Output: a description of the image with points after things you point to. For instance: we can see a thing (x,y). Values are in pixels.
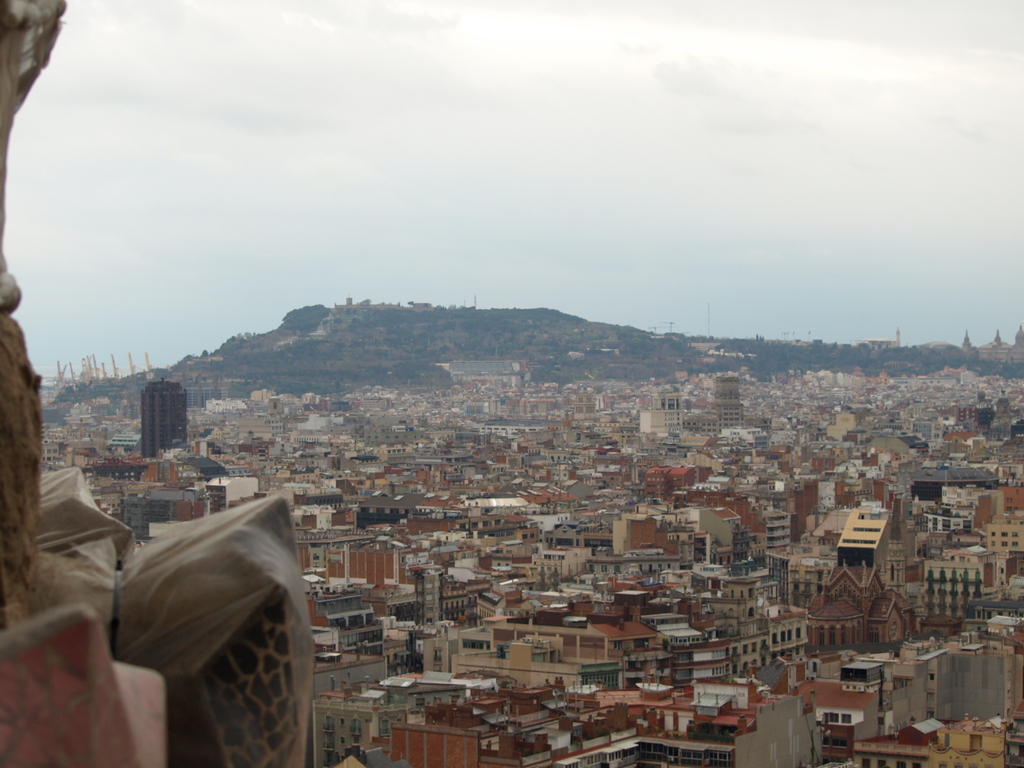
In this image I can see number of buildings (373,536). On the top side of the image (356,113) I can see clouds (597,114) and the sky (695,282). On the bottom left side of the image (213,558) I can see few things (259,686).
